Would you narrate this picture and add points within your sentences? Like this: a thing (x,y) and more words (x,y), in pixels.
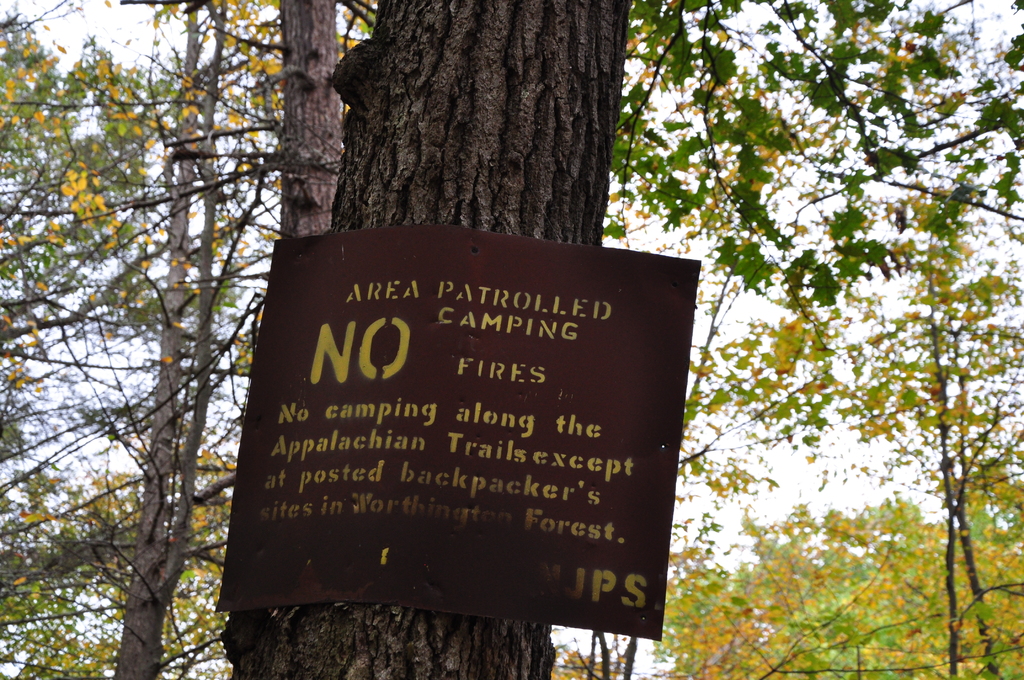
In this picture, we can see some trees (386,55), a poster (560,515) with some text (549,496) on it.
